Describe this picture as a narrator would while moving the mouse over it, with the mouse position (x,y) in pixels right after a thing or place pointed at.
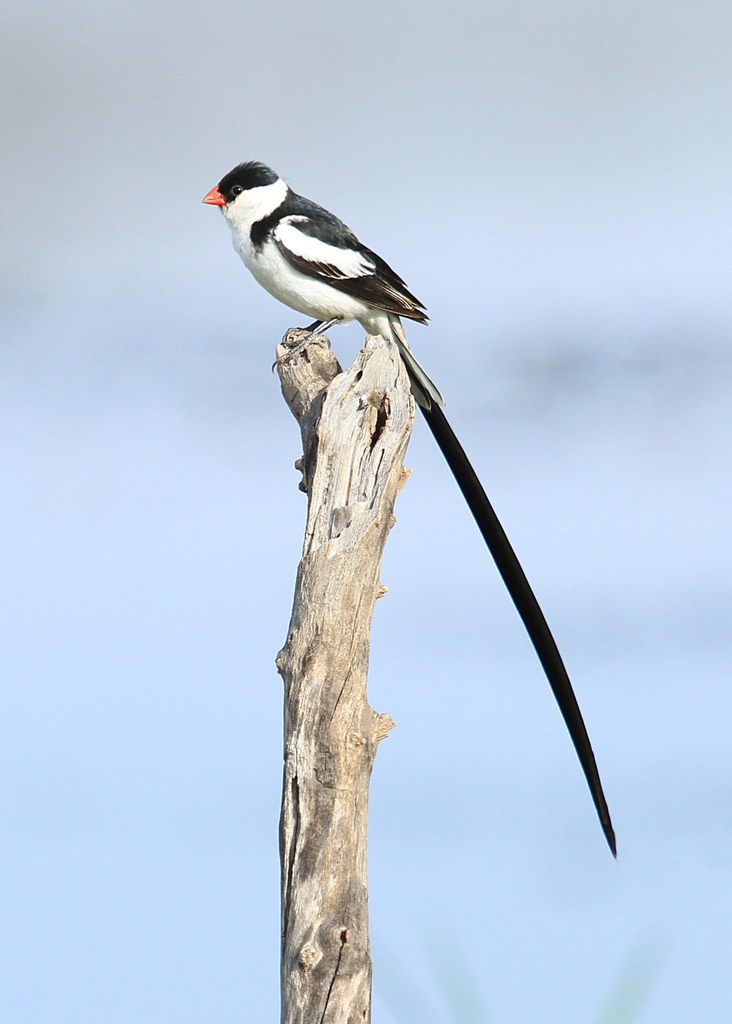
Here I can see a bird (286,298) on a stick (306,430) which is looking towards the left side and having a long tail (582,748). On the top of the image (563,123) I can see the sky (563,123).
